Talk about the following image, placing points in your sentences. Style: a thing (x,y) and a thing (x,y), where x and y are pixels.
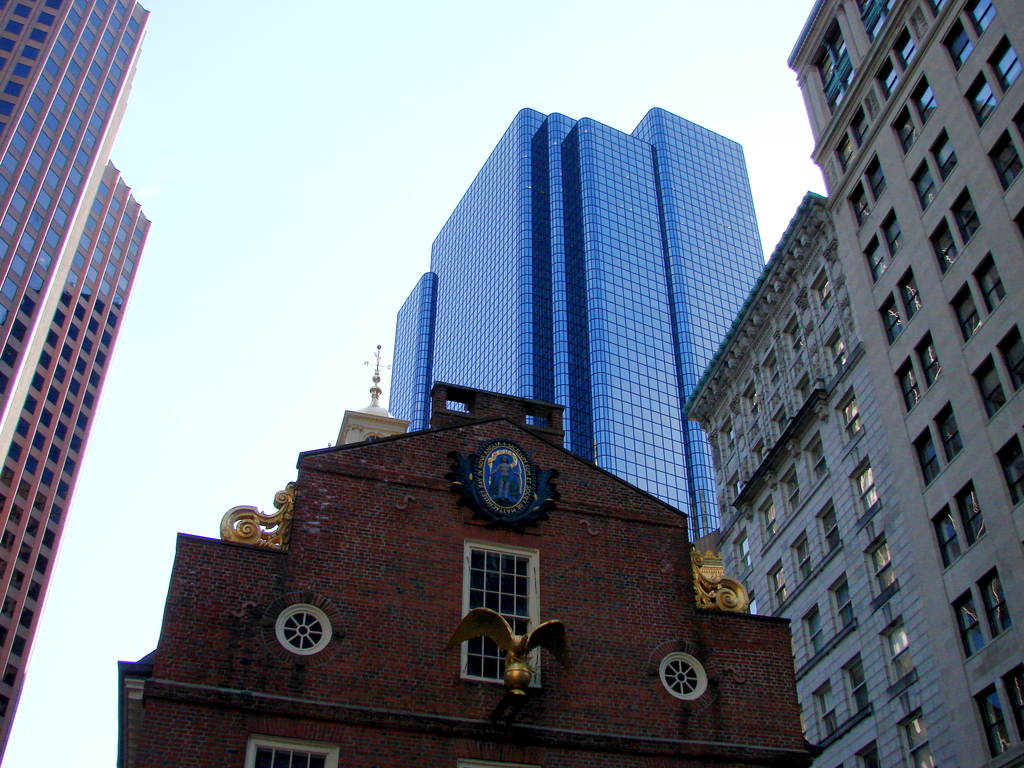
In this image I can see buildings (876,310) and the sky (374,118).
